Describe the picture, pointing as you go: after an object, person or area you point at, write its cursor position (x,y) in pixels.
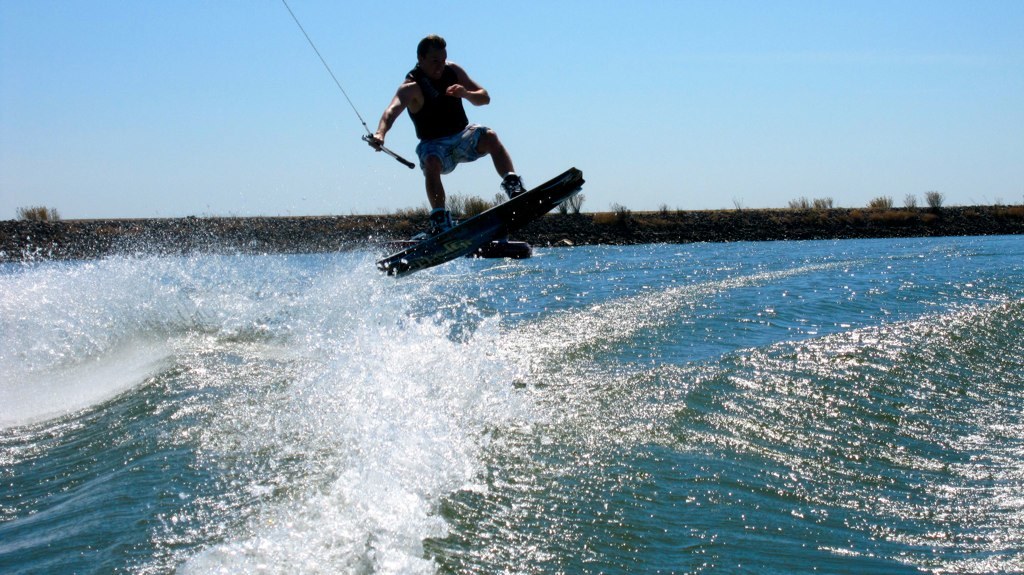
In this image, we can see a person (428,122) surfing on the water (453,269) and holding a rope (388,152) with his hand (377,145). There is a sky (624,38) at the top of the image (375,21).
